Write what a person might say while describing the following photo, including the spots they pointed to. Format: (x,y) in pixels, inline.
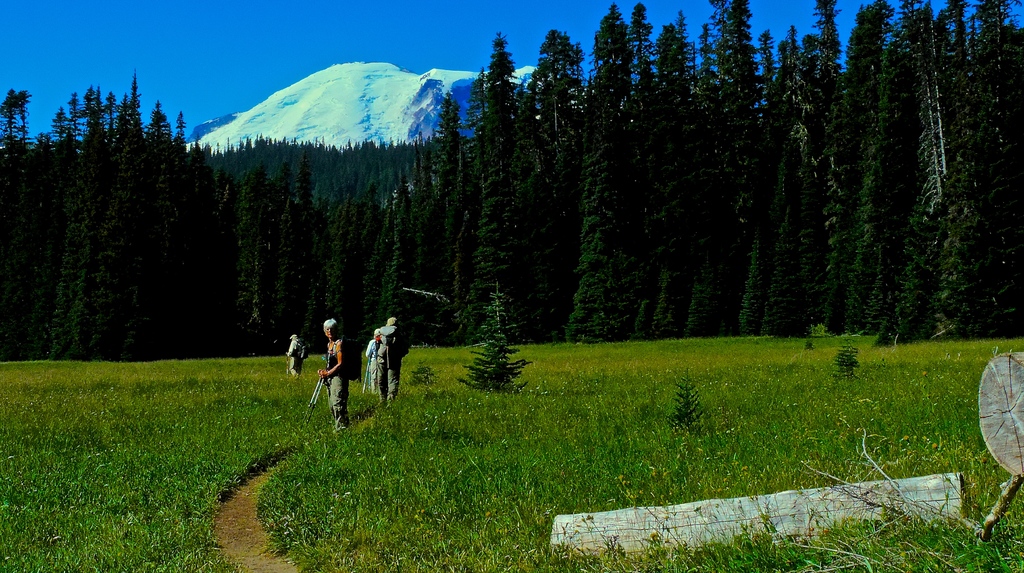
In this image, we can see persons (389,348) wearing clothes (390,362). There are some plants (398,529) on the ground (322,501). There are trees (464,208) in the middle of the image (627,257). There are cut woods (729,524) in the bottom right of the image (783,529). There is a hill (367,89) and sky (444,30) at the top of the image (361,88).
